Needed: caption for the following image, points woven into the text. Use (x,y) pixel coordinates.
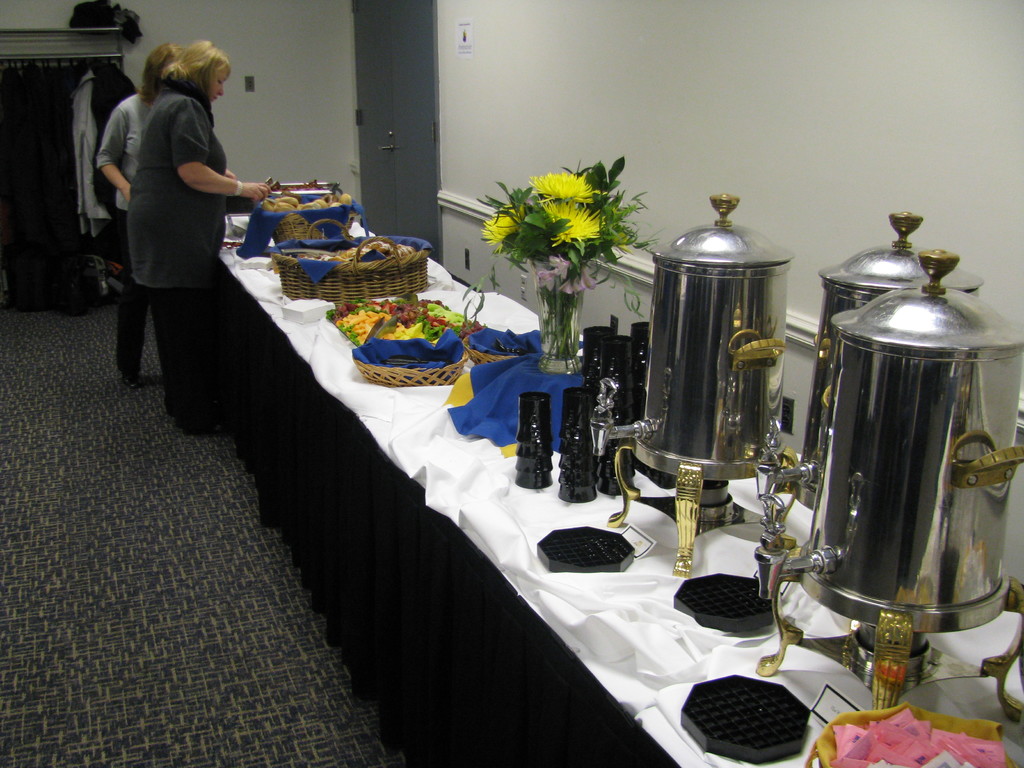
In this image, we can see a table (492,582) covered with clothes (420,536). Few things (591,479), baskets (984,738), containers (965,593), flower vase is placed on it. On the left side of the image (188,557), we can see a floor (181,602), two people (214,393) are standing. Background (90,187) we can see a wall (456,78), doors (399,53), poster (461,33), few clothes (1,209), rods (98,48). Here a woman (225,165) is holding an object (266,189).
